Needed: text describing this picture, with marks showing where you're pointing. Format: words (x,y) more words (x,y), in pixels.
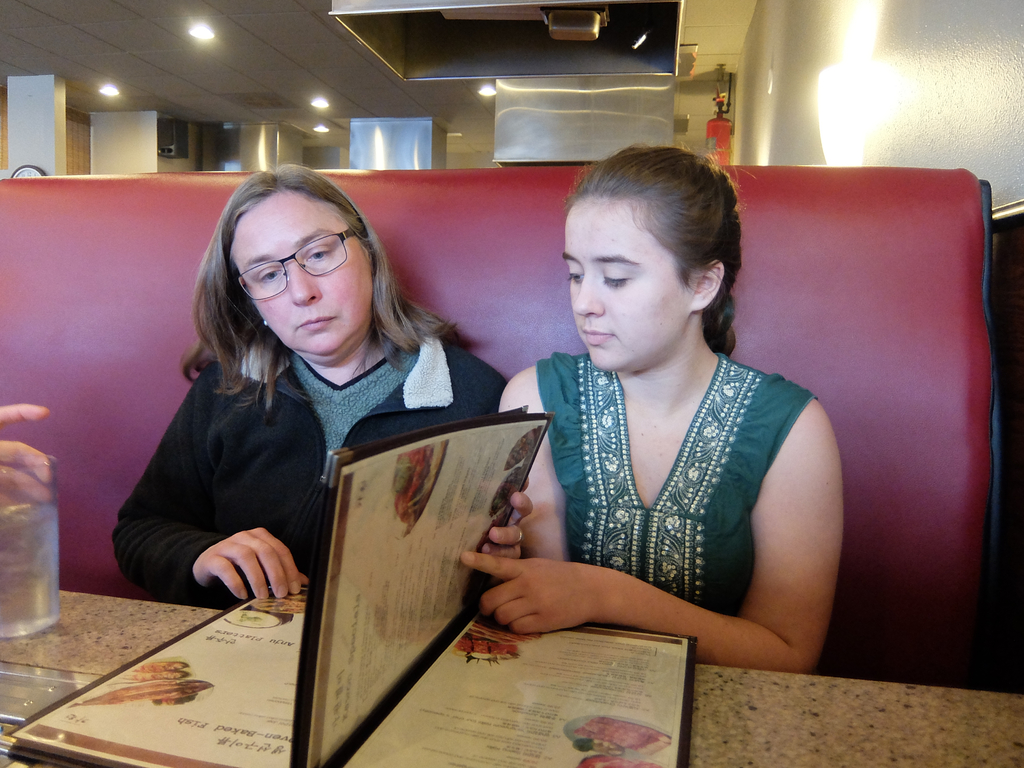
In this picture we can see two women (332,346) sitting on a sofa (197,203), in front of them we can see a table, menu card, glass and on the left side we can see a person's fingers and in the background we can see a roof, lights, pillars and a fire extinguisher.
